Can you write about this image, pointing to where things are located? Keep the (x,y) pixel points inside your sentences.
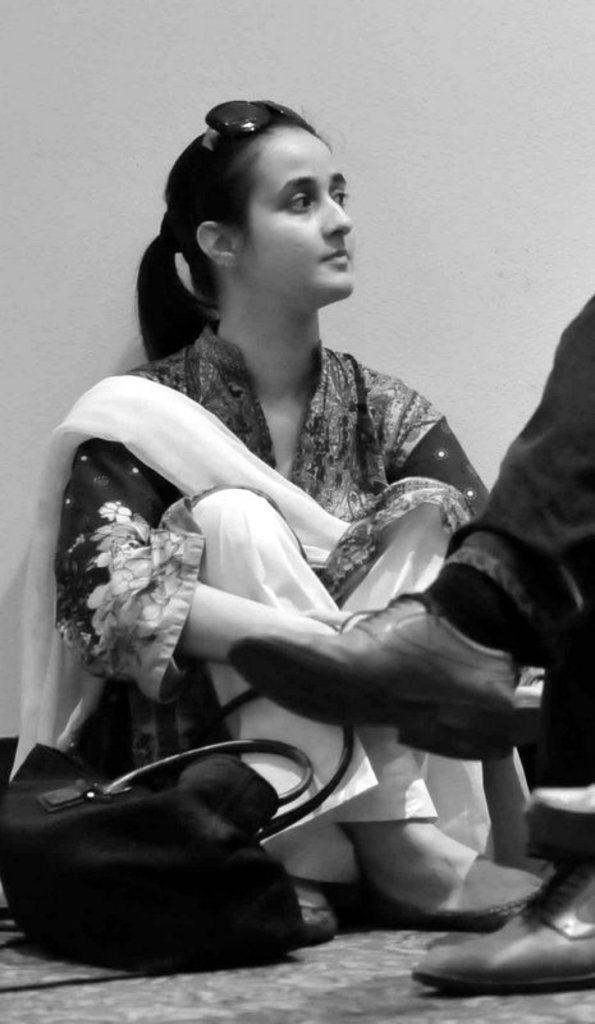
In this image I can see a woman (199,343) sitting and facing towards the right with a handbag (154,823) and wearing goggles (249,121). I can see another person (389,661) sitting on the right side of the image (566,554). This is a black and white image.
